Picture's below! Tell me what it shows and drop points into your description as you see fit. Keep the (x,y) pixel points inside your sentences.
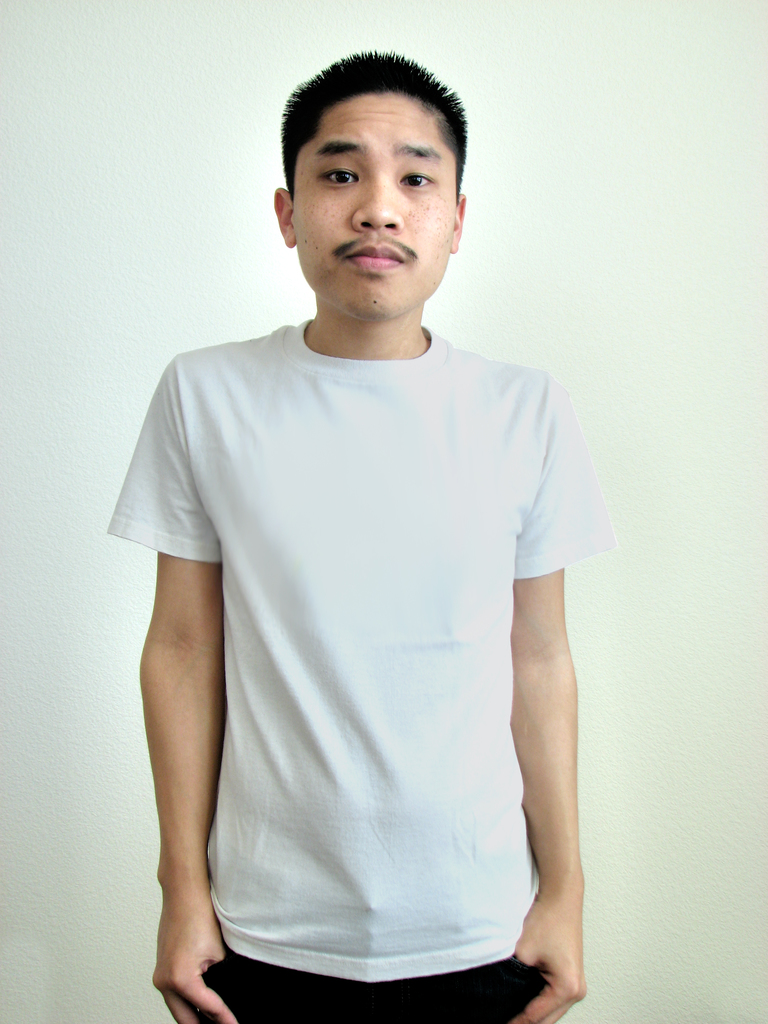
In this image we can see a person (422,693) standing.
